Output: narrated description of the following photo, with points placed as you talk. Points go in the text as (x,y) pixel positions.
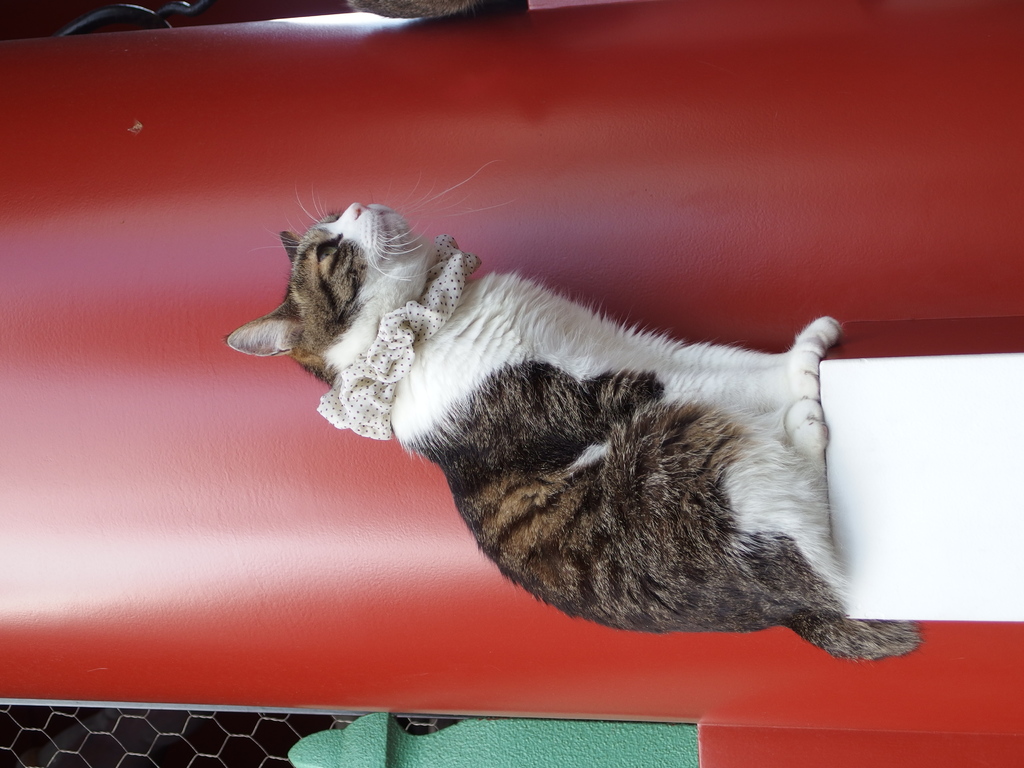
On this stand (1023,409) we can see a cat (601,421). Beside this cat (578,403) there is a red pillar (132,198) and mesh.
